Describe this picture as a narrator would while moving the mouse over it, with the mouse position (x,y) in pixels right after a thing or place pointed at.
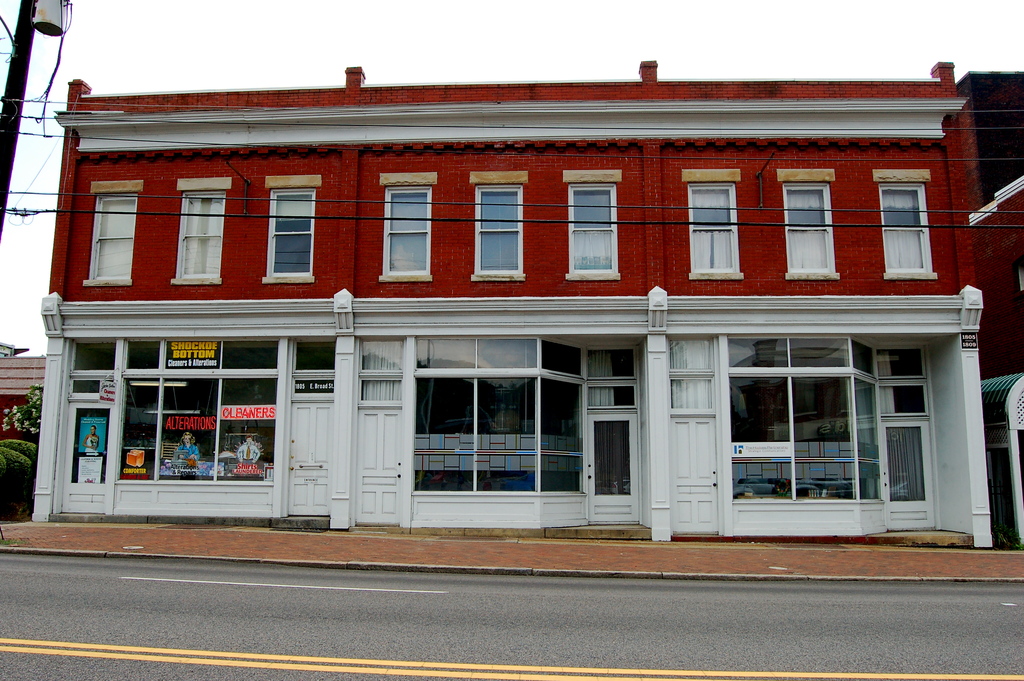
In this image I can see a building (371,425) which is in white and red color. I can see a glass windows (483,240) and doors (315,460). I can see few stickers (230,418) attached to the wall (444,243). I can see wires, trees (26,419) and pole (30,31). The sky (40,243) is in white color.
